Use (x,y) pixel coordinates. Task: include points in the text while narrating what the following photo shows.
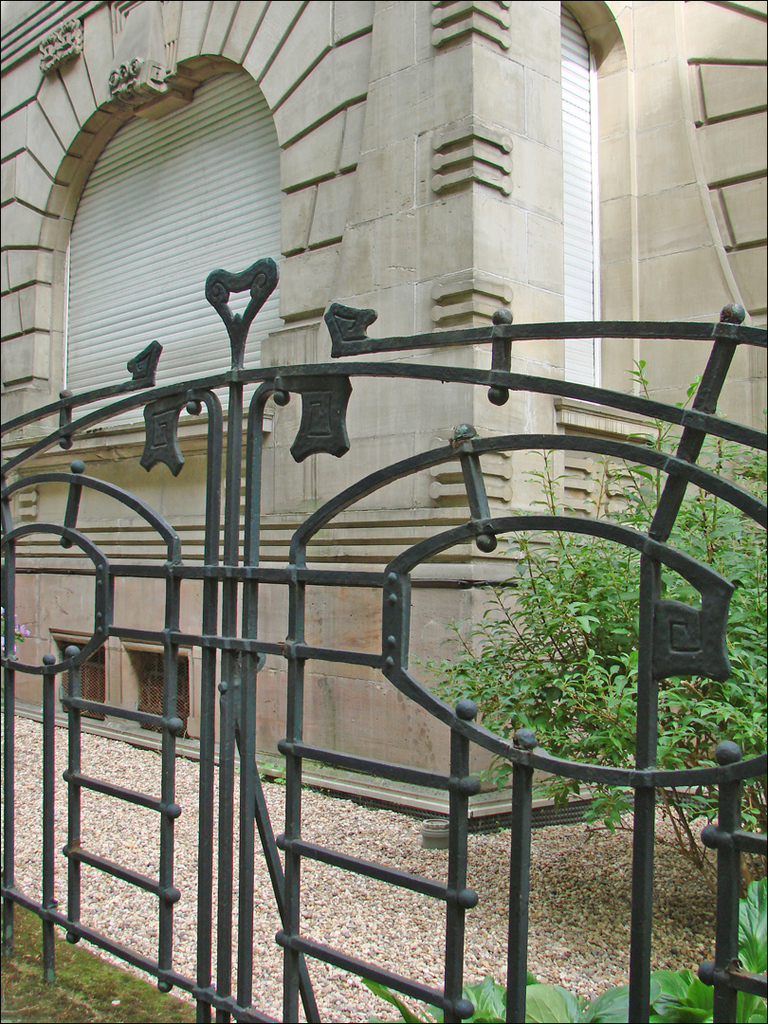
In the foreground of the image (43,767) there is a gate (605,444). In the background of the image (392,403) there is a building (57,4). There is a plant (593,659) and stones (215,919). At the bottom of the image (83,990) there is grass (44,1007).
